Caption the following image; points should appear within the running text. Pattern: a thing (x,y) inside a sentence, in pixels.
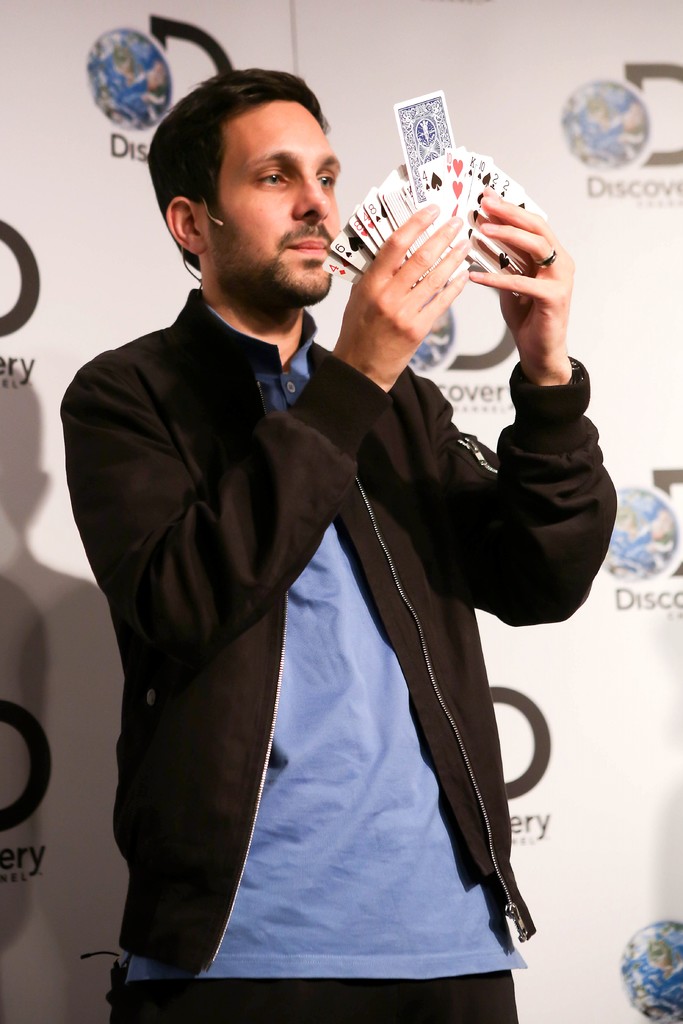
In this image in the center (337,513) there is one man (371,419) who is standing and he is holding some cards (443,203), and in the background (580,191) there is a wall (543,705).
